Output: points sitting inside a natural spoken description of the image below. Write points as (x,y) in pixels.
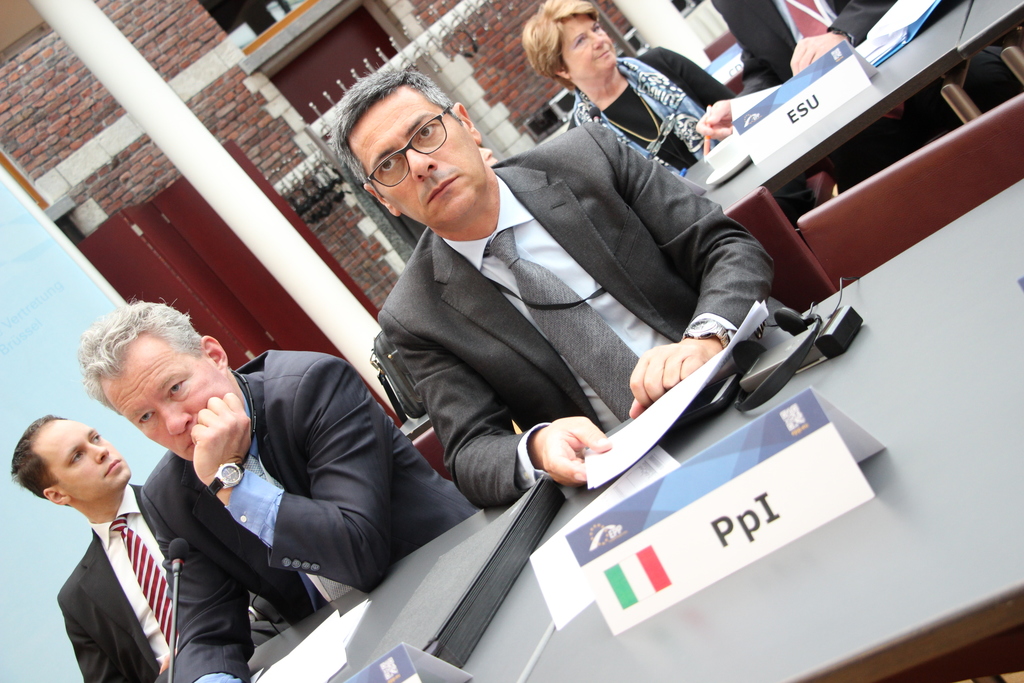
In this picture there are group of people (505,435) sitting on the chairs (843,238) behind the table (801,633). There are papers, boards (704,561) and there is a headphone (778,384), cup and device (709,394) on the table (291,638). At the back (172,124) there is a building (68,149) and there is a railing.
